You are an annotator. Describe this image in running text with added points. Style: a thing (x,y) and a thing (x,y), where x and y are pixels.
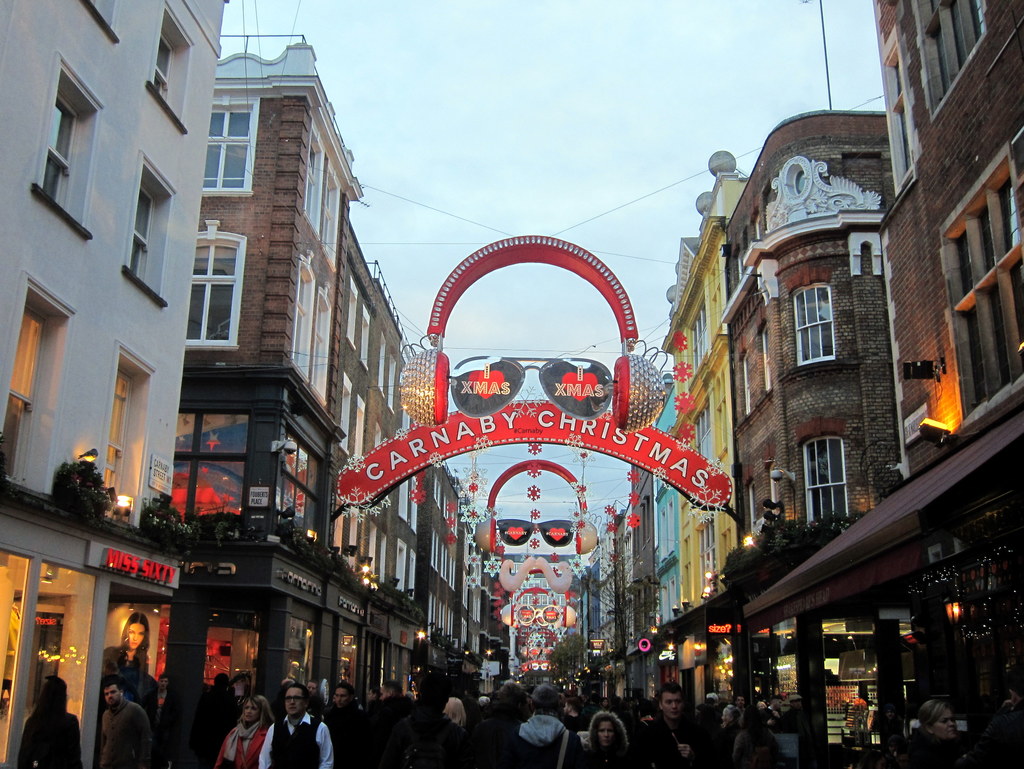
In the image we can see there are buildings (781,336) and these are the windows (816,336) of the buildings (818,349). There are even people (468,712) wearing clothes (480,727). Here we can see lights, trees (568,653), board (533,438), text (417,455) on the board (408,446), electric wires (500,231) and a sky (513,226).
